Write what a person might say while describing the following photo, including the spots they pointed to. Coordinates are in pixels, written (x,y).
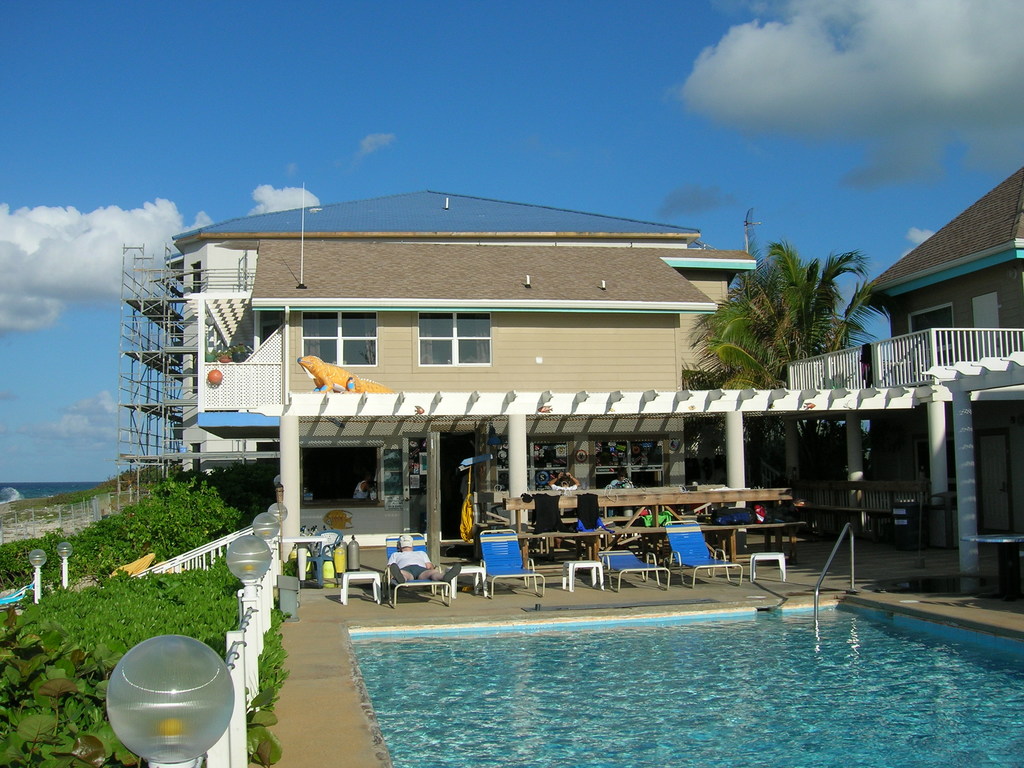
In this image, we can see houses (629,359) with walls (609,362) and windows (324,481). Here we can see pillars (958,470), rods (141,357), trees (825,464), plants (56,643), swimming pool (611,712), chairs (389,545), lights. Here we can see few people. Background there is a cloudy sky (659,100).
